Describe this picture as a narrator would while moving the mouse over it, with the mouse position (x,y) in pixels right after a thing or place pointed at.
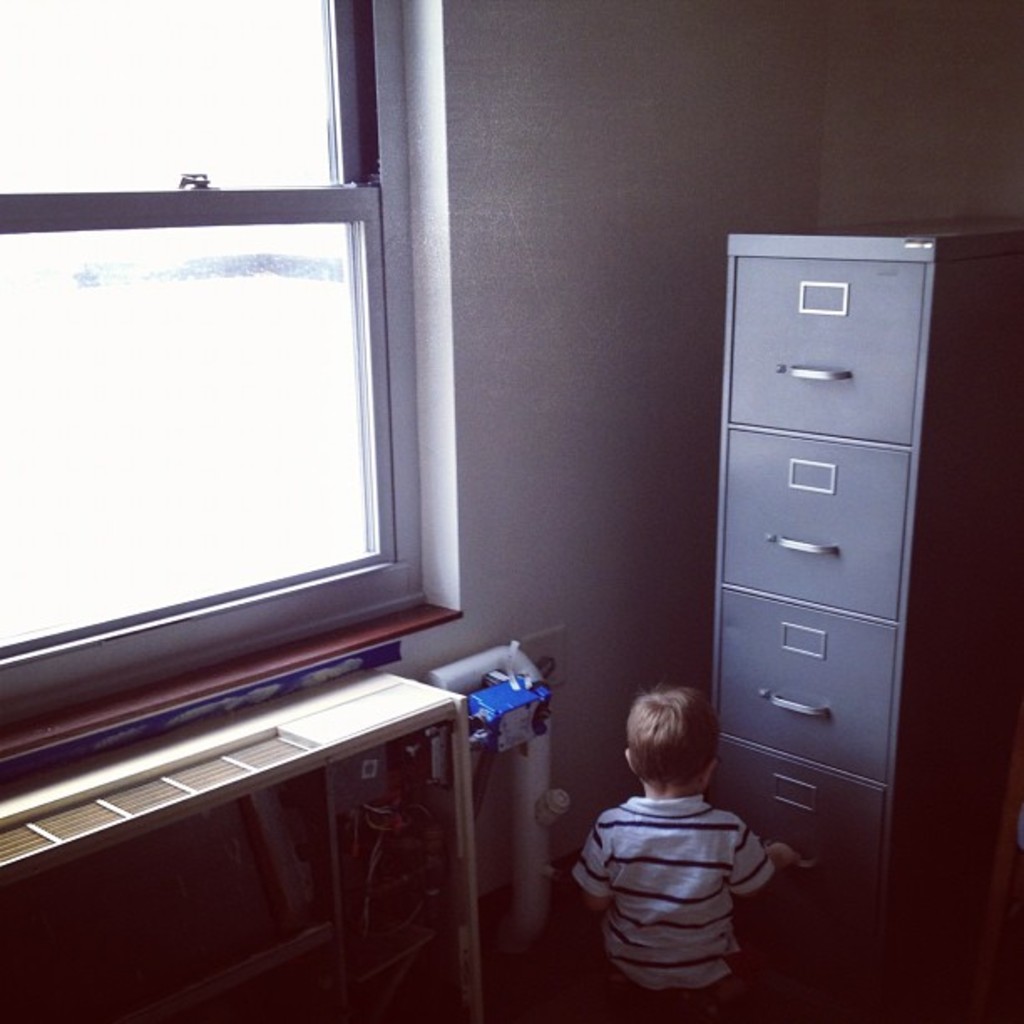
This image consists of a boy (667,877). To the right (818,652), there are drawers (832,417). To the left (237,405), there is a wall (495,534) along with a window (36,472).
